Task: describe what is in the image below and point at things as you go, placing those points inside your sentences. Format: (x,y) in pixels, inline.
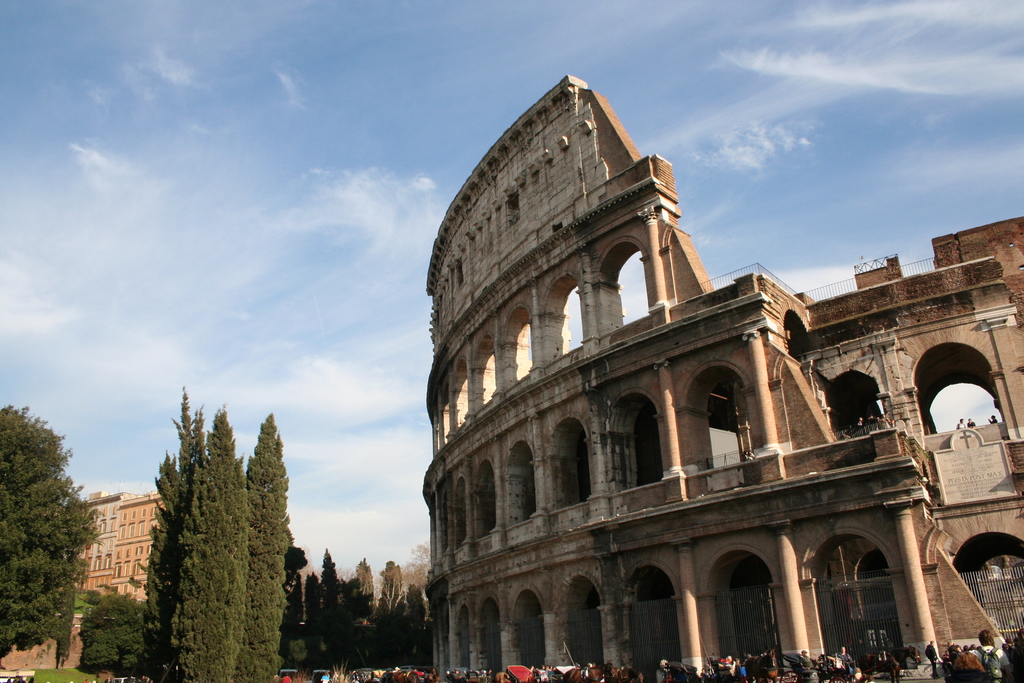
As we can see in the image there are buildings (592,155), trees (20,529), few people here and there, sky (138,391) and clouds (329,510).
